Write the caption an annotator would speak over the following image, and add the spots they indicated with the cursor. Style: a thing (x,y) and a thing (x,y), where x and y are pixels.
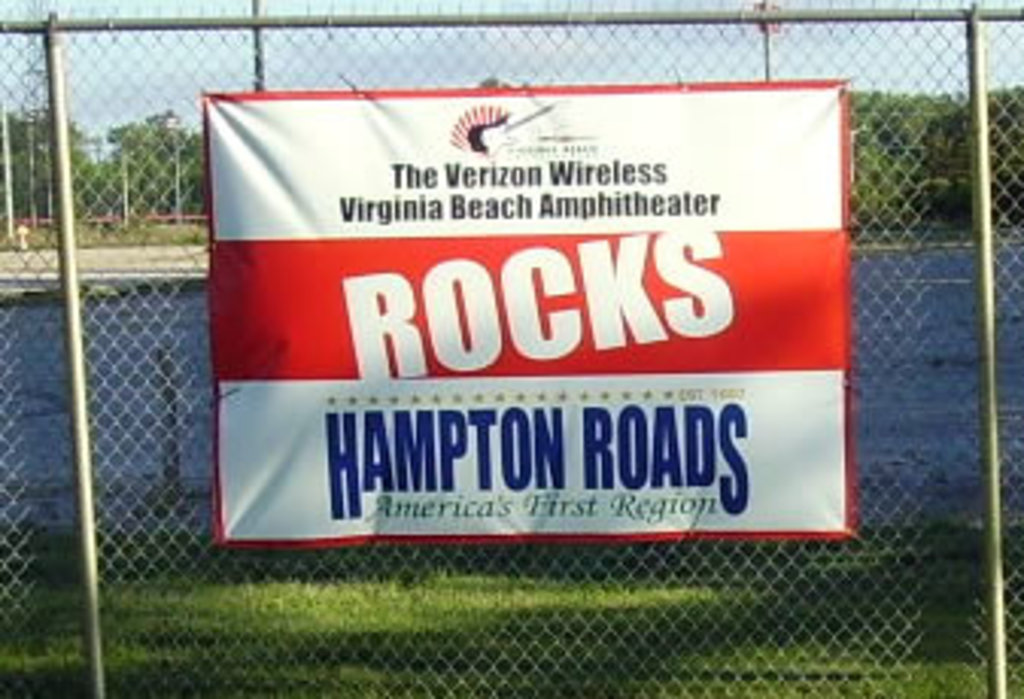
In this image I can see a board (572,346), fence (421,560), grass (355,636) and water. In the background (937,161) I can see trees (937,161), poles (31,138) and the sky (179,37). This image is taken during a day.
